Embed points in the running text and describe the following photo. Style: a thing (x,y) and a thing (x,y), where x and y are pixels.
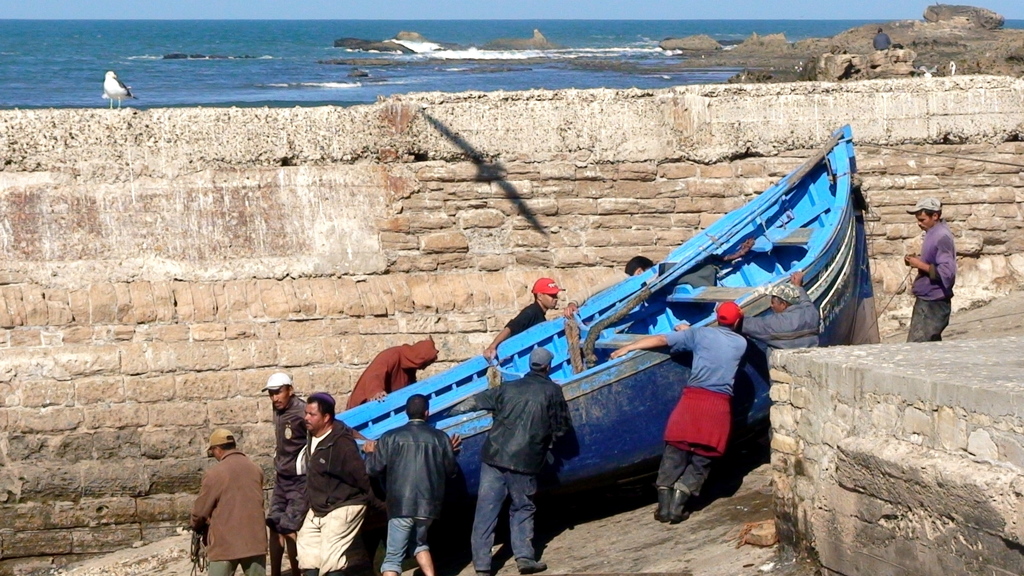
In this image I can see the group of people (455,454) with different color dresses (506,417) and I can see these people (430,487) are holding the boat (608,406). I can see the bird (126,93) on the wall (100,118). In the background (128,78) I can see the person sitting on the rock (821,37) and I can see the water (547,52) and the sky (334,13).
